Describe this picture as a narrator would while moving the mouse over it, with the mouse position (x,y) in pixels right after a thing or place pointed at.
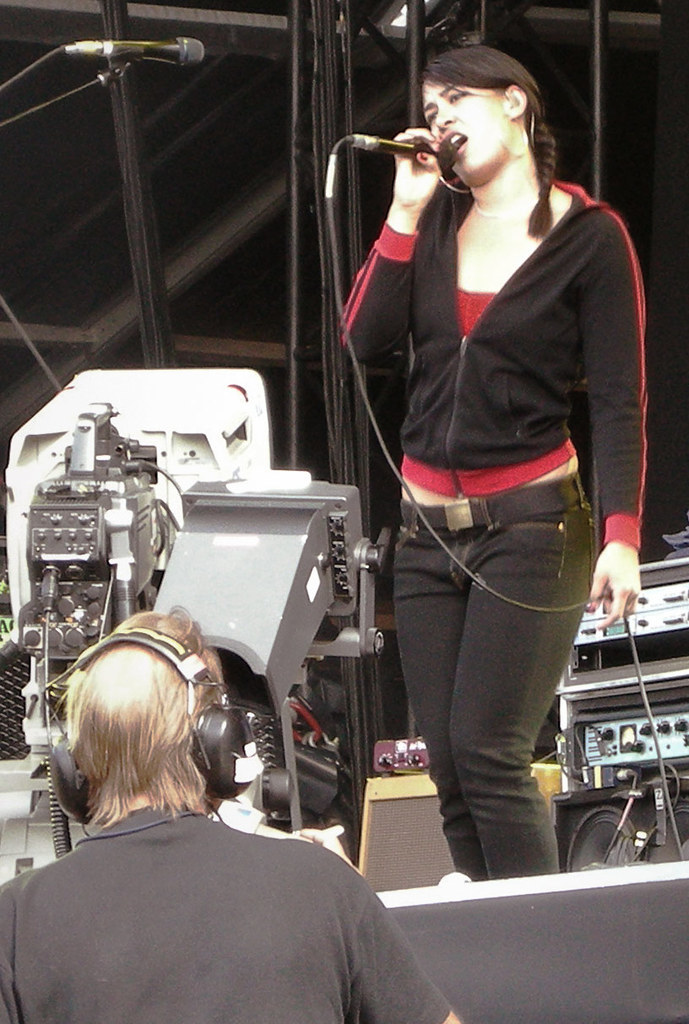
In this image, on the right (519,350) there is a woman (505,732) she wear black jacket (488,392), belt (489,504) and trouser (491,572) her hair (536,145) is braided, she is singing. At the bottom (107,905) there is a person (179,882). In the back ground (593,844) there are speakers (602,840), camera (315,618), mic (148,55) and some other things (297,454). I think this is a stage performance.
